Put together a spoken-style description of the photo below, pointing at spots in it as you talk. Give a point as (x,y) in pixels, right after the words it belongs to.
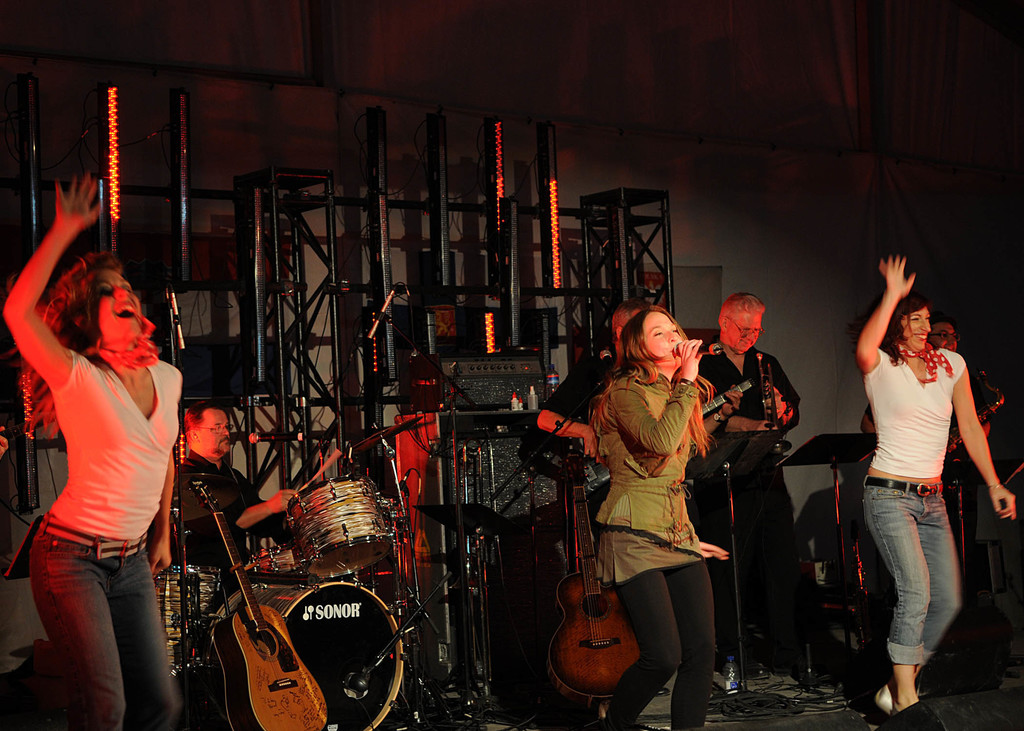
Here we can see a group of music band (44,555) performing on a stage (775,718). They are singing on a microphone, playing a snare drum (328,494) with drum sticks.
